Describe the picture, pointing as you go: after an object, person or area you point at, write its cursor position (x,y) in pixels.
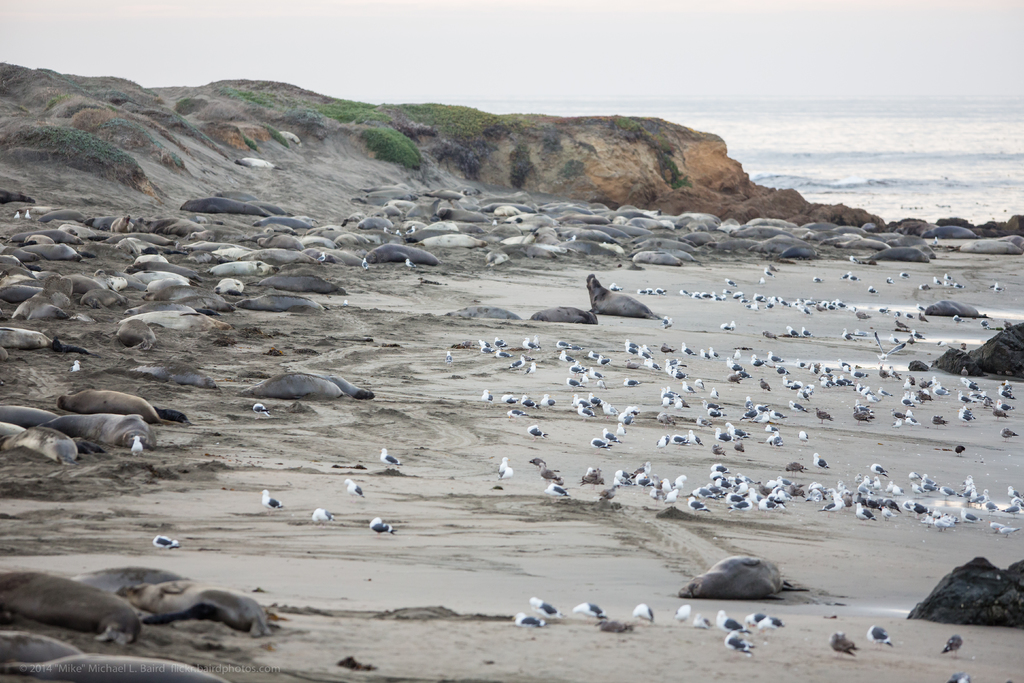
This is the picture of a sea (826,127). In this image there are seals (890,246) and birds (1008,511) on the sand (719,533). At the back (749,161) there is a water (878,196). At the top (679,32) there is sky (695,28).
